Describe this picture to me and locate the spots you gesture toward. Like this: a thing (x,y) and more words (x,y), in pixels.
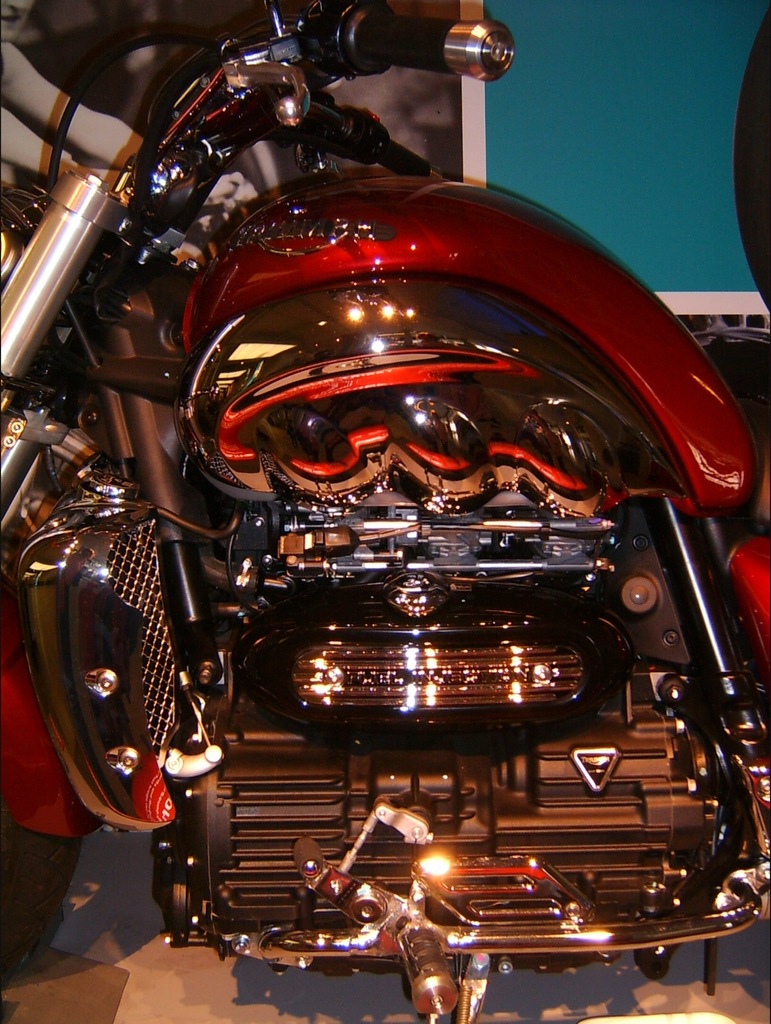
In this image there is a bike (447,529). Behind the bike (119,317) there is a person (39,118). In the top right (613,56) there is a board (635,87).
